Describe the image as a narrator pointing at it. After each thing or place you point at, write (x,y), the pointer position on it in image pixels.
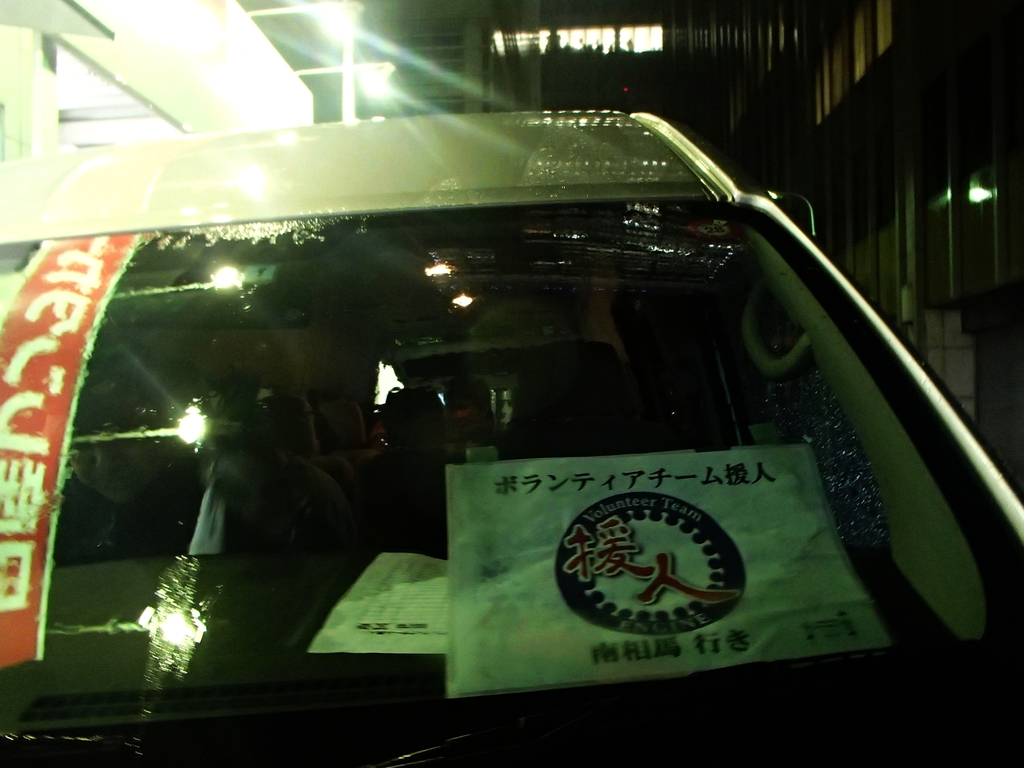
In the foreground of the picture (312,182) there is a car (232,480), to the car (509,128) there are stickers (480,538). In the background (378,92) there are buildings (384,50), light (362,23), windows (622,48) and other objects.
